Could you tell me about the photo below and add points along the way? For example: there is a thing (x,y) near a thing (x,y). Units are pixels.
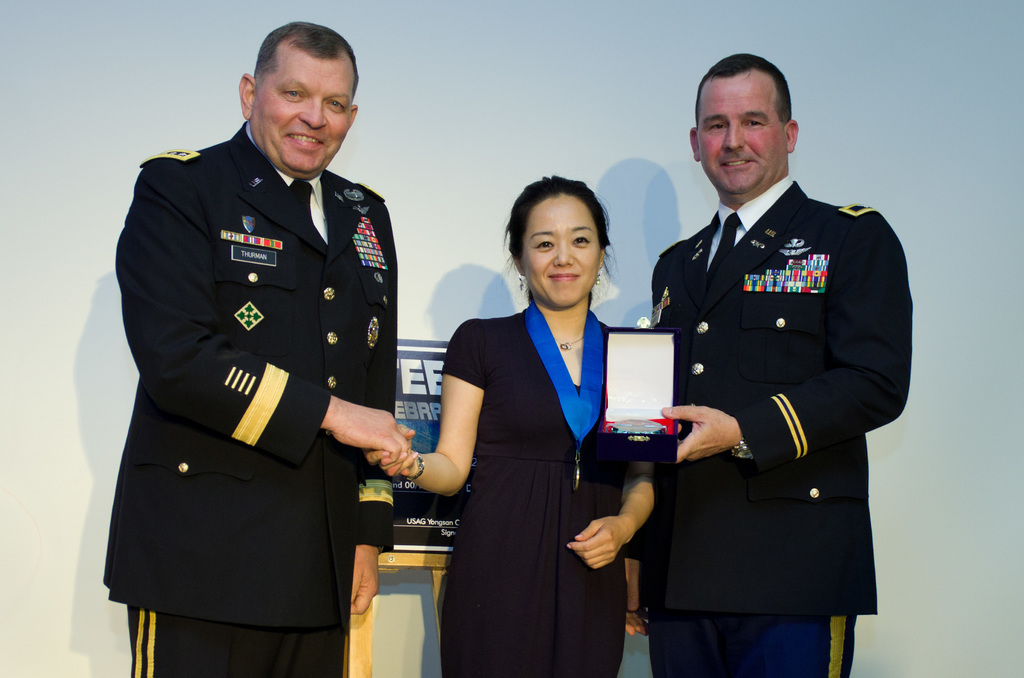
This picture seems to be clicked inside. On the left (323,197) there is a person (287,263) wearing uniform (294,200), smiling and standing. In the center (520,419) there is a woman (549,208) wearing black color dress (531,426), smiling, standing and both of them are shaking their hands (348,410). On the right (845,206) there is another person (732,235) wearing uniform (778,522), holding an object (634,414) and standing. In the background (964,61) we can see the wall (464,104) and an object (417,361) on which we can see the text (418,381) is printed.
